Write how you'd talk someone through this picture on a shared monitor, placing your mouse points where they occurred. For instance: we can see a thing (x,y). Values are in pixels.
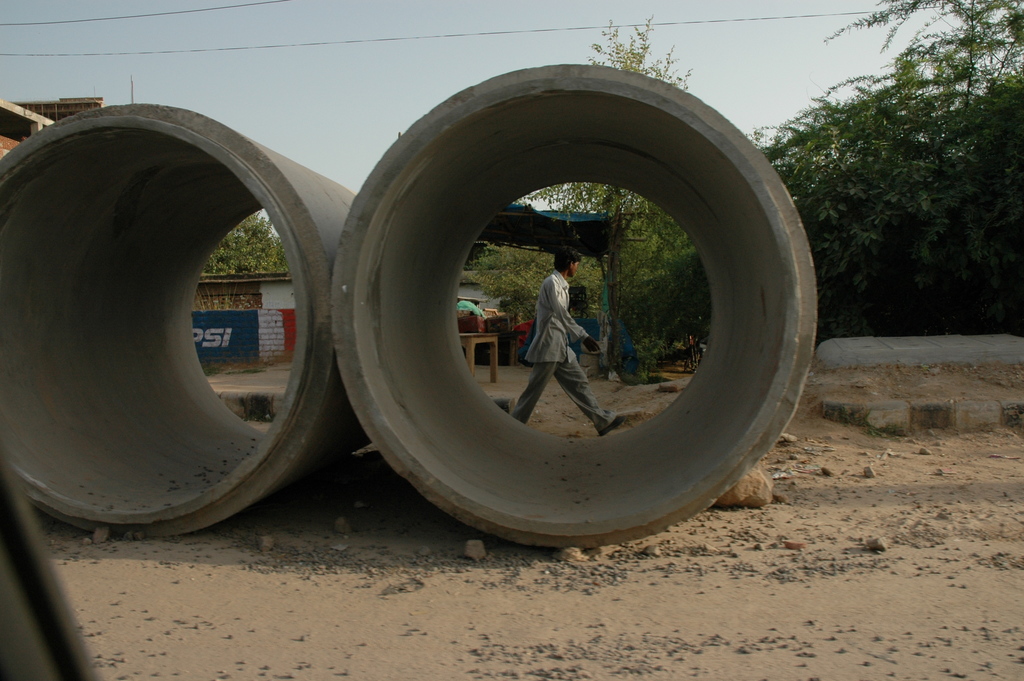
In this image in the middle (489,402), there are two pipes (456,441). At the bottom (563,557) there are stones (742,481) and land (700,631). In the middle (571,316) there is a man (572,263), he wears a shirt (562,319), trouser (569,394), he is walking. In the background (524,300) there are houses (231,309), trees (589,267), cables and sky (355,174).
